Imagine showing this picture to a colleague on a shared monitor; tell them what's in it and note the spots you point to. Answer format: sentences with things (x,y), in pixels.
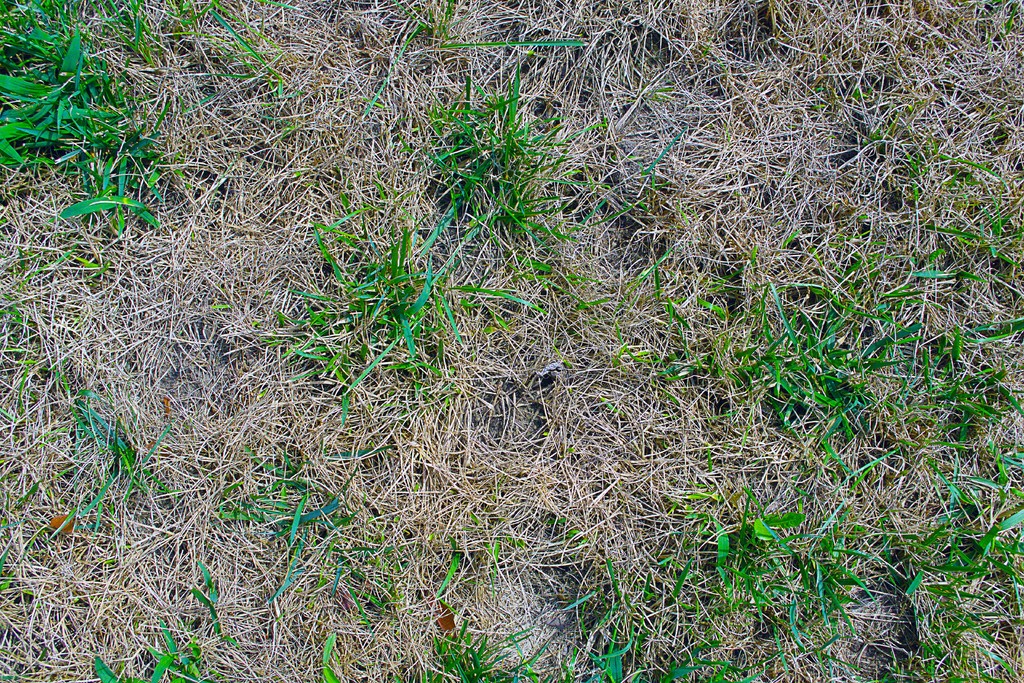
In this image there is a grassland (921,128).
